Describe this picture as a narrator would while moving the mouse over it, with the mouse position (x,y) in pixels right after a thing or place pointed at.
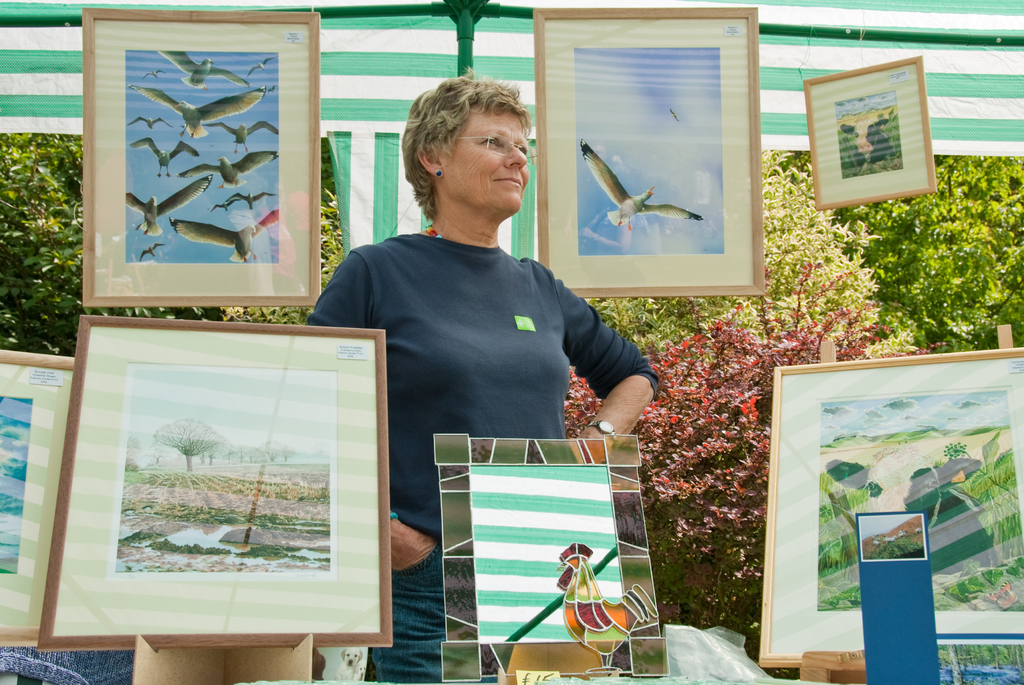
In this image in the center (404,288) there is one woman (483,416) who is standing and also there are a group of photo frames (627,546), in the background (729,342) there are some plants (49,241) and at the top (22,56) there is tent (22,56) and poles (463,52).
